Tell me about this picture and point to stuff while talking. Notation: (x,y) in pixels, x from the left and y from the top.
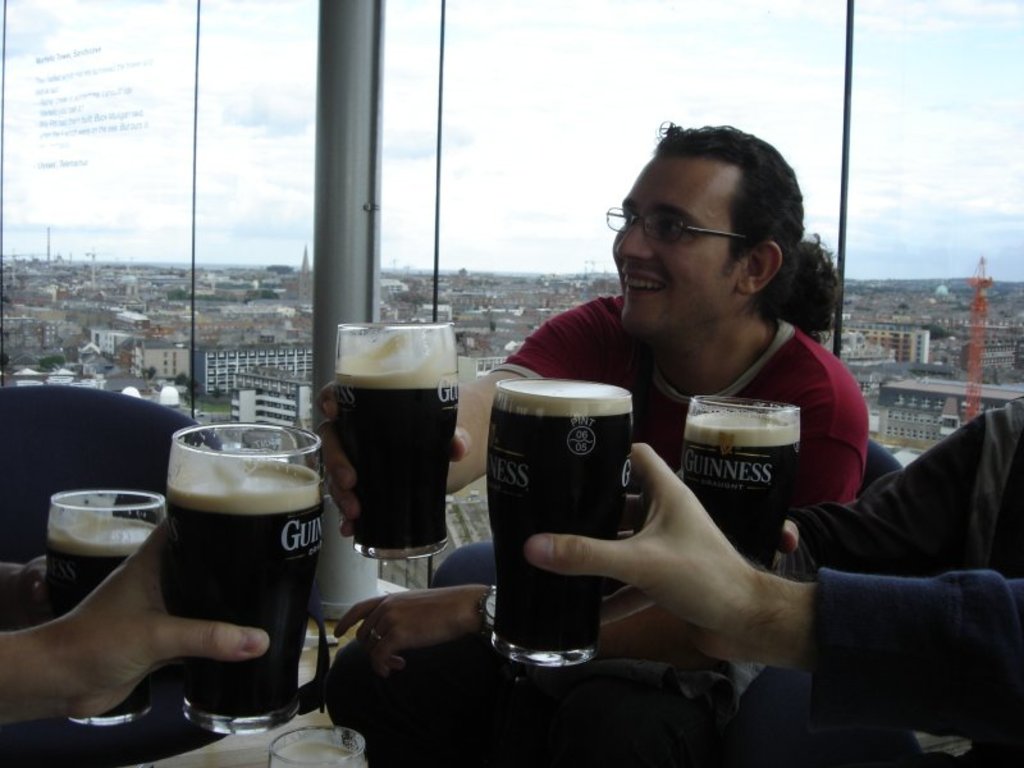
In this picture there is a person (674,295) sitting in the chair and holding a glass (395,443). There are few other people (653,599) sitting in the chair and holding glasses (258,546) in their hands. Sky (261,243) is blue and cloudy. Many buildings (383,295) are visible in the background (486,325).
